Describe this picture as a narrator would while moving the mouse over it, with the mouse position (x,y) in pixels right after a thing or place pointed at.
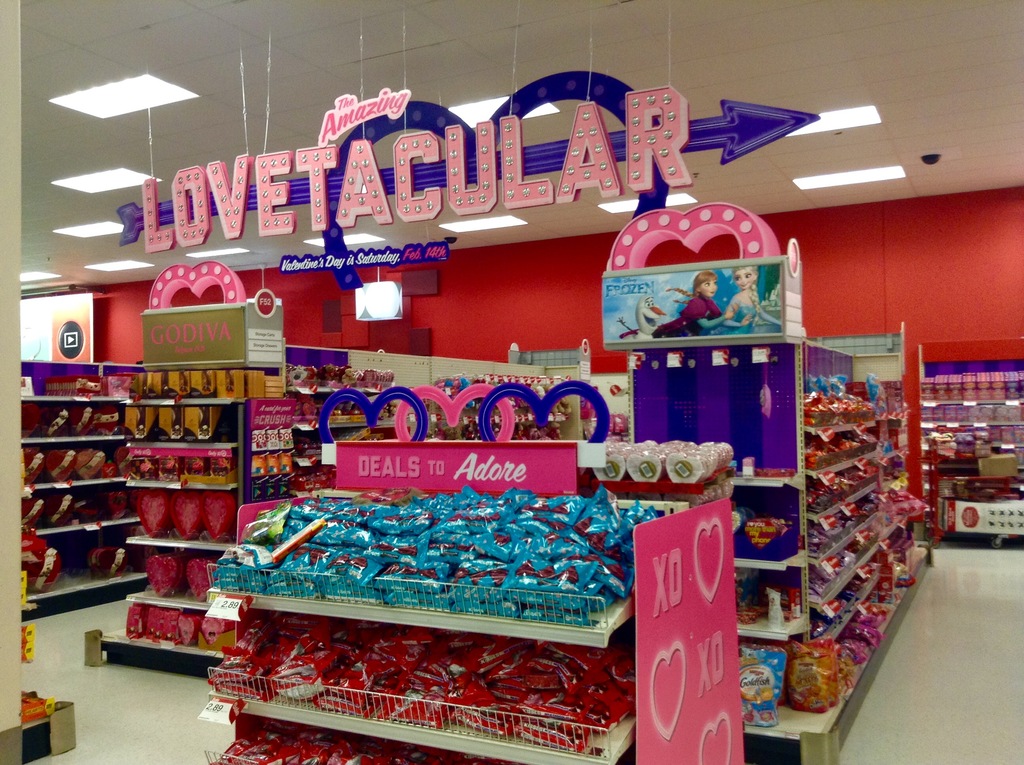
In this picture I can see some packets (478,613), boxes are placed in a shelves (458,617) and also I can see some lights (134,179) to the roof (202,75).
